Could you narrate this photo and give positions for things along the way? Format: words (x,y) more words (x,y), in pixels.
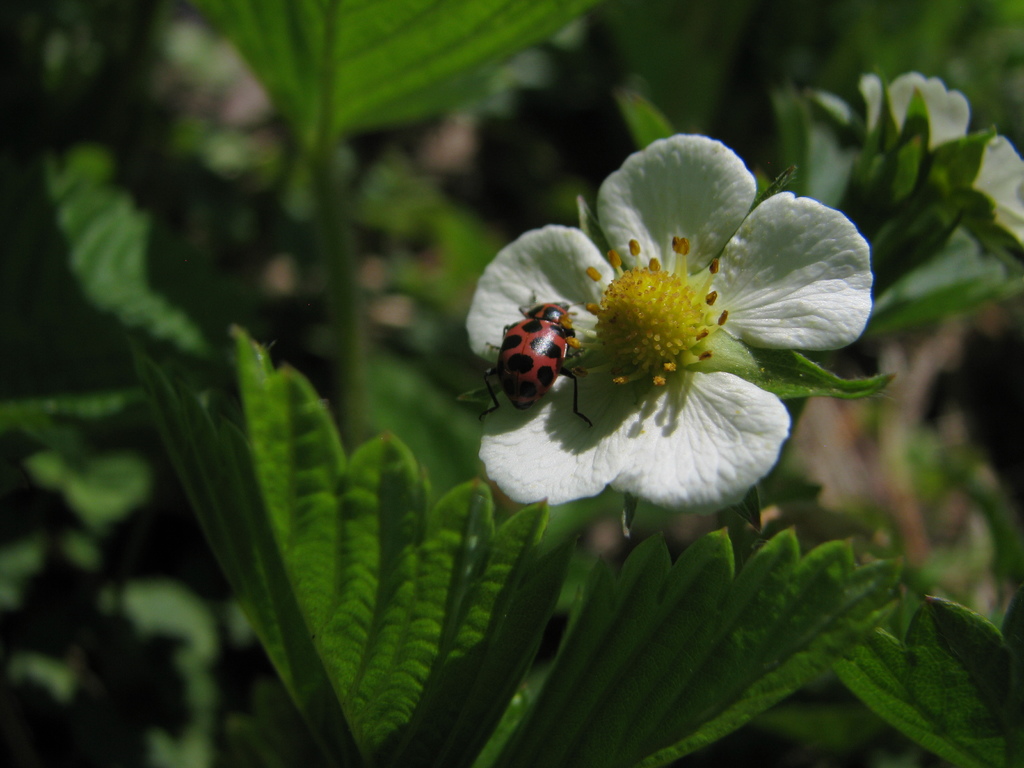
In this image there are some plants (621,425) with a white color flower (684,342) as we can see on the right side of this image (693,360). There one insect (552,320) is on to this flower (543,287).
